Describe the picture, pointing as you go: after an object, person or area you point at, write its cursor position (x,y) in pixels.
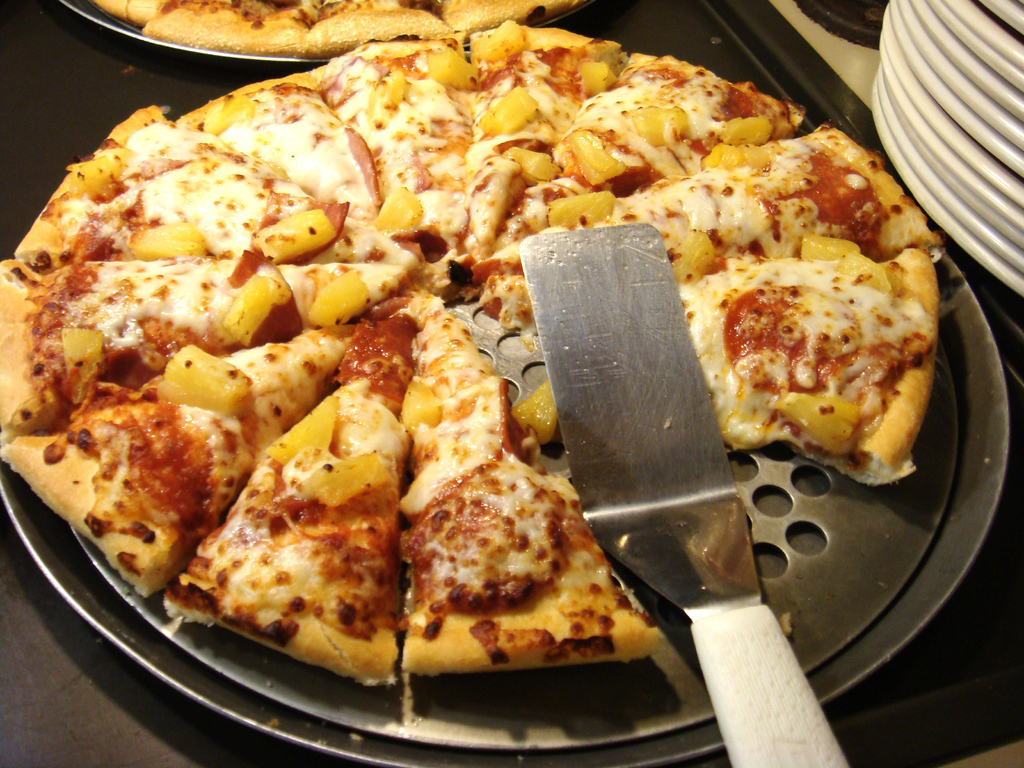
In this image I can see two pizzas (299,30) on the pans (347,703) which are placed on a table (88,724). Beside this there are few plates (928,66). On the pizza (522,518) there is a spatula (610,435).
